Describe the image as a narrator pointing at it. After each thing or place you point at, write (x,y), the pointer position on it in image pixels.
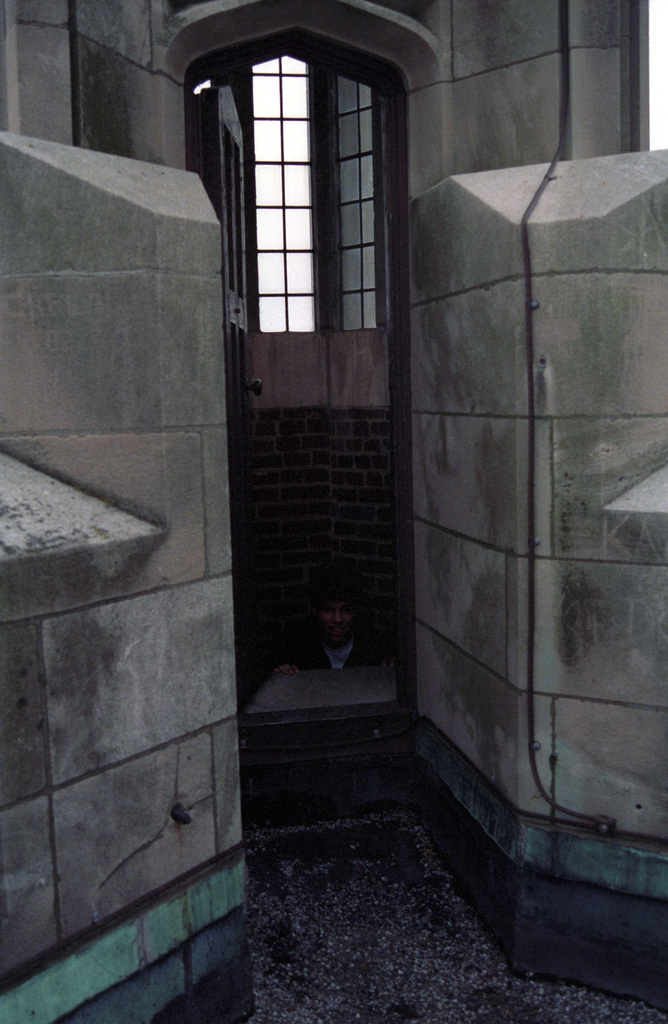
In this picture, we can able to see brick walls (335,438), it is in red color, above it there is a window (359,210). In-front of window (296,190) there is a door (216,185). The man (321,611) is standing between these 2 walls (183,560).
